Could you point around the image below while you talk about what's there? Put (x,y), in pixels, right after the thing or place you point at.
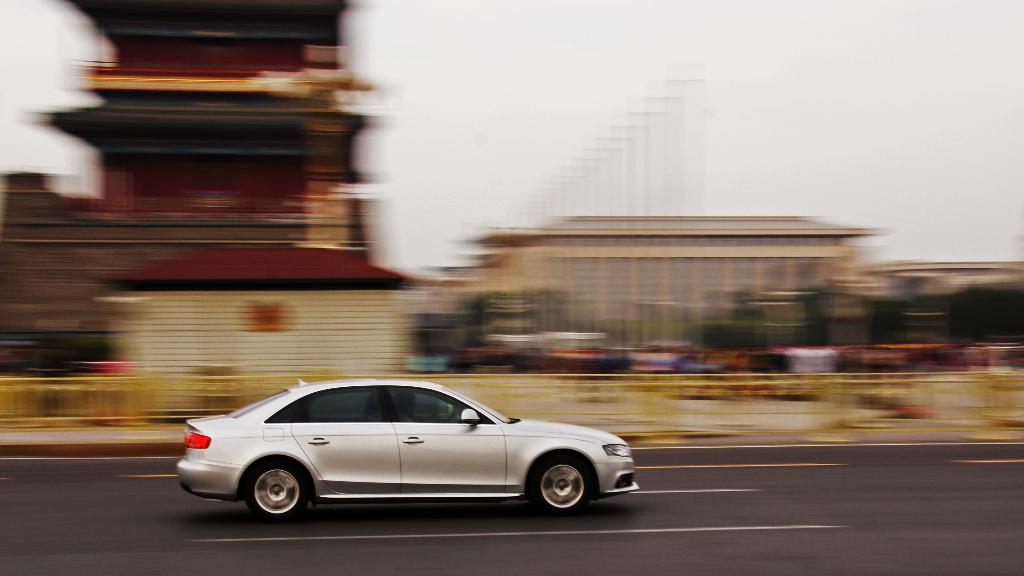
In this image I can see a vehicle (534,440) which is in white color and I can see blurred background (199,186) and sky (619,167) is in white color.
